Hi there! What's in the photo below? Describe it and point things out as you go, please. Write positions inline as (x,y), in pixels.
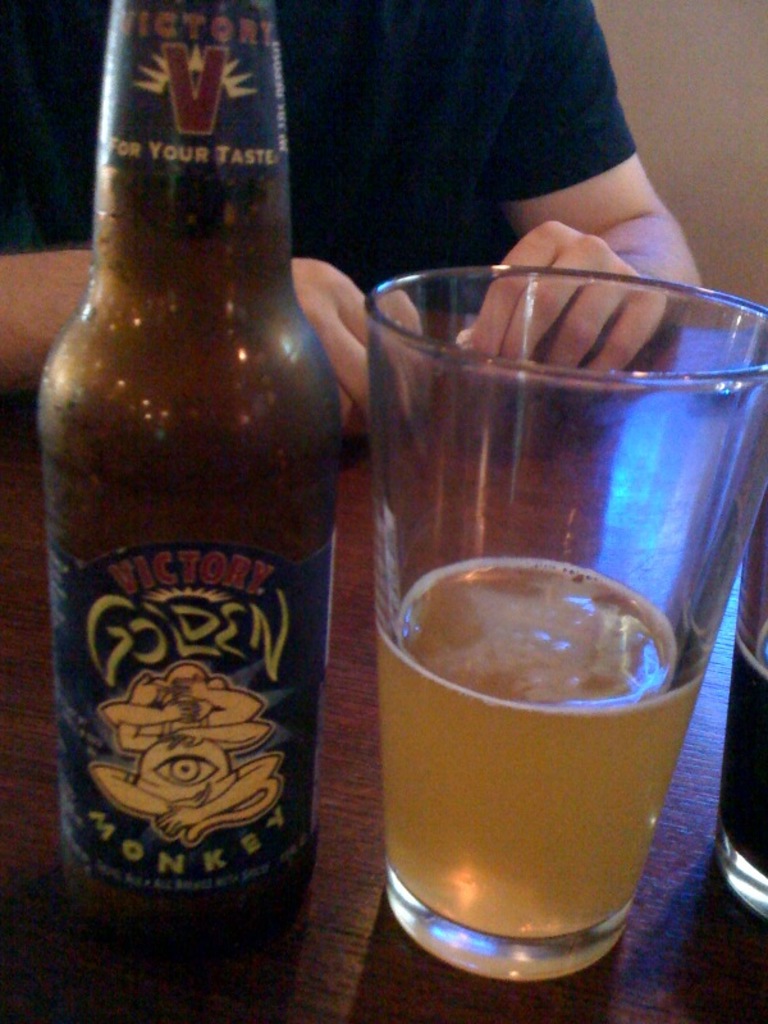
Here we can see a beer bottle (176,185) and glass (430,466) on the table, and in front here is the person (409,111) sitting.
